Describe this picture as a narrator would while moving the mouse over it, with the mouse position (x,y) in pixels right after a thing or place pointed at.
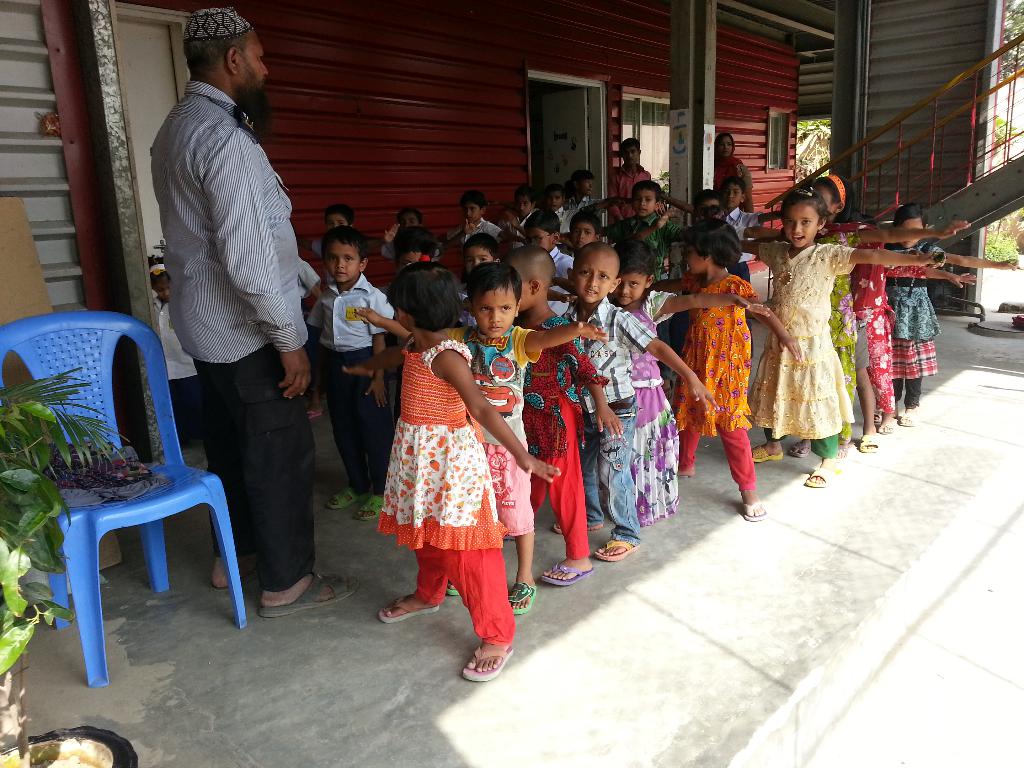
In this image there are few kids (601,371). In front of them a man (224,215) is standing. Behind him there is blue chair (106,374). In the background (790,140) there are building (620,98), door (592,108), window (639,102), staircase (948,145), trees (802,154). In the left (6,464) there is a plant pot (90,767).
